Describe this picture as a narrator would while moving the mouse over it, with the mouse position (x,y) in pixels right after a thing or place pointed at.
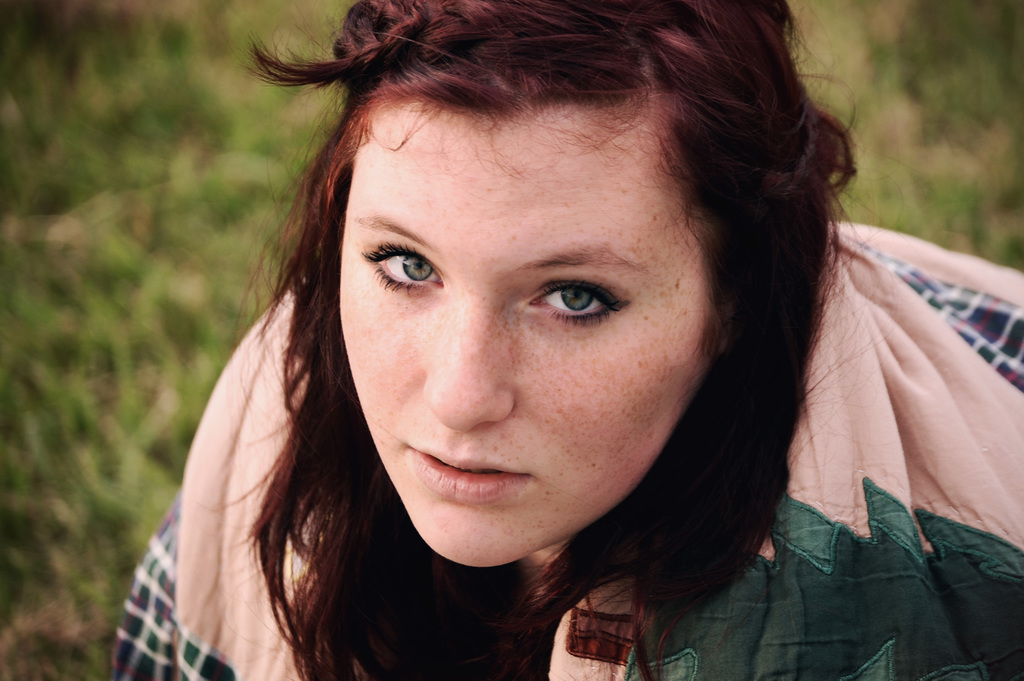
As we can see in the image there is a woman (587,268) and there is grass (140,261).
